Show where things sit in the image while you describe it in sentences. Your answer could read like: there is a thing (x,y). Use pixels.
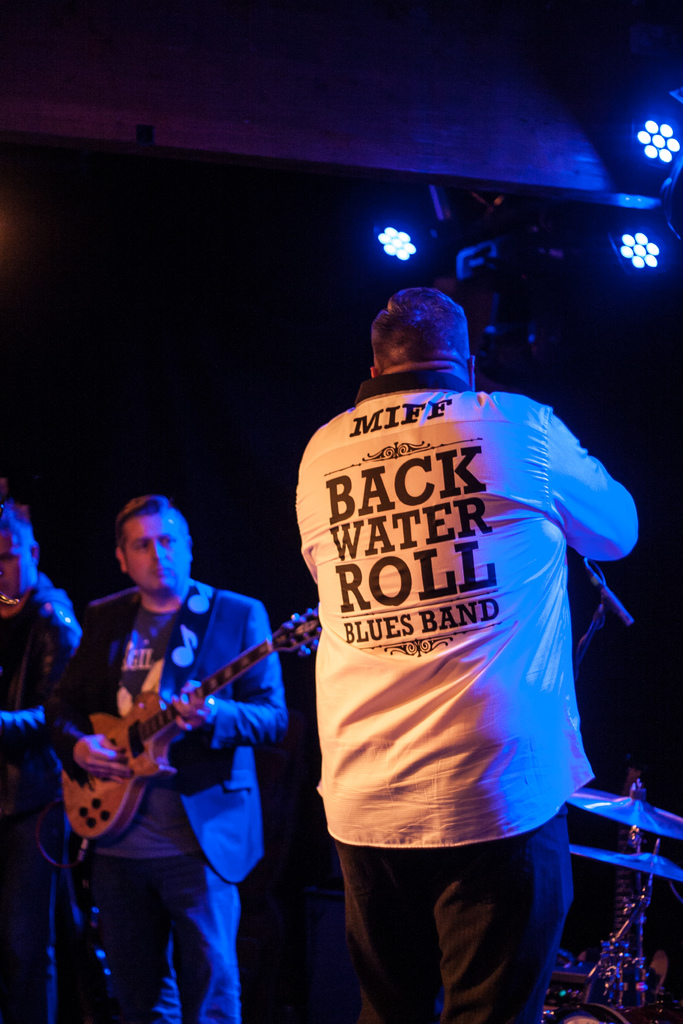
there are three persons (420,535) playing musical instruments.
